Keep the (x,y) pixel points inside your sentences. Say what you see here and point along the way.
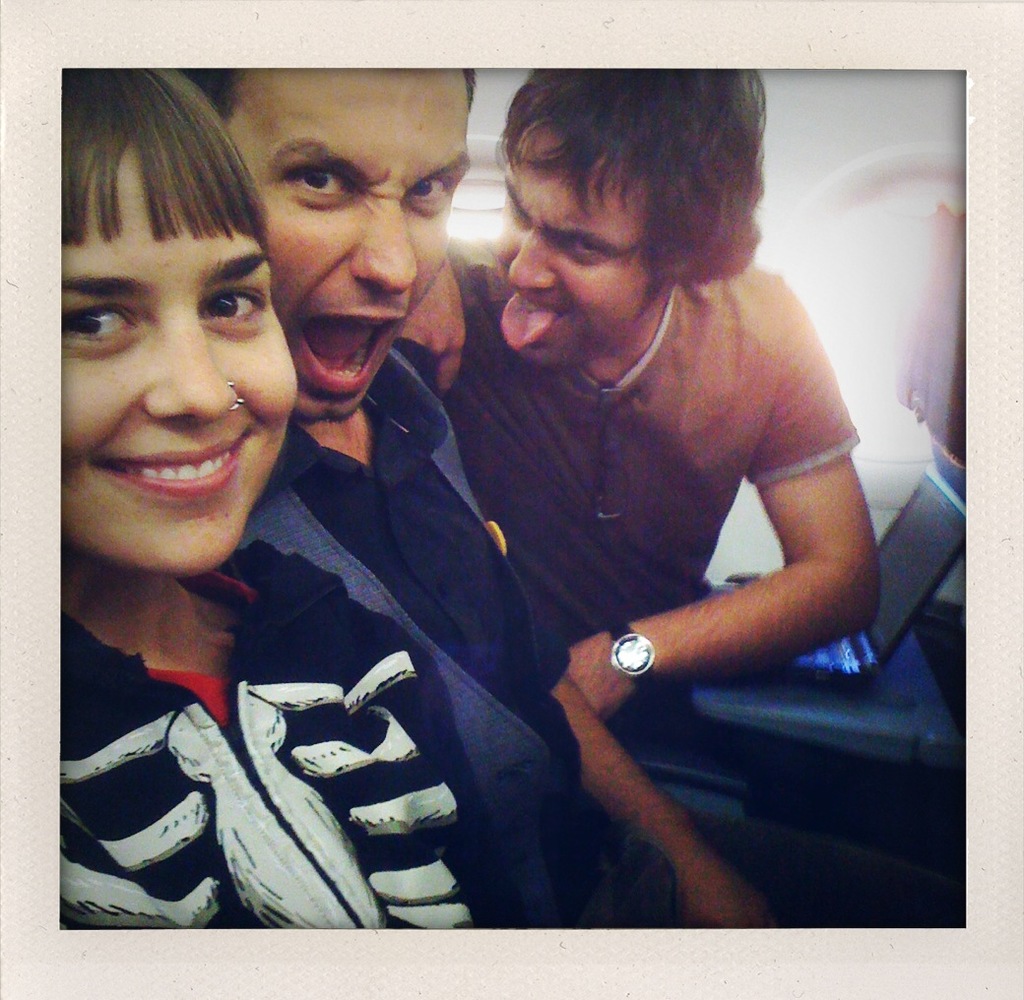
In this picture there are two boys (551,623) sitting on chair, making funny faces (361,301) and giving a pose into the camera. Beside the boys (518,825) there is a girl (112,372), smiling and giving a pose.
